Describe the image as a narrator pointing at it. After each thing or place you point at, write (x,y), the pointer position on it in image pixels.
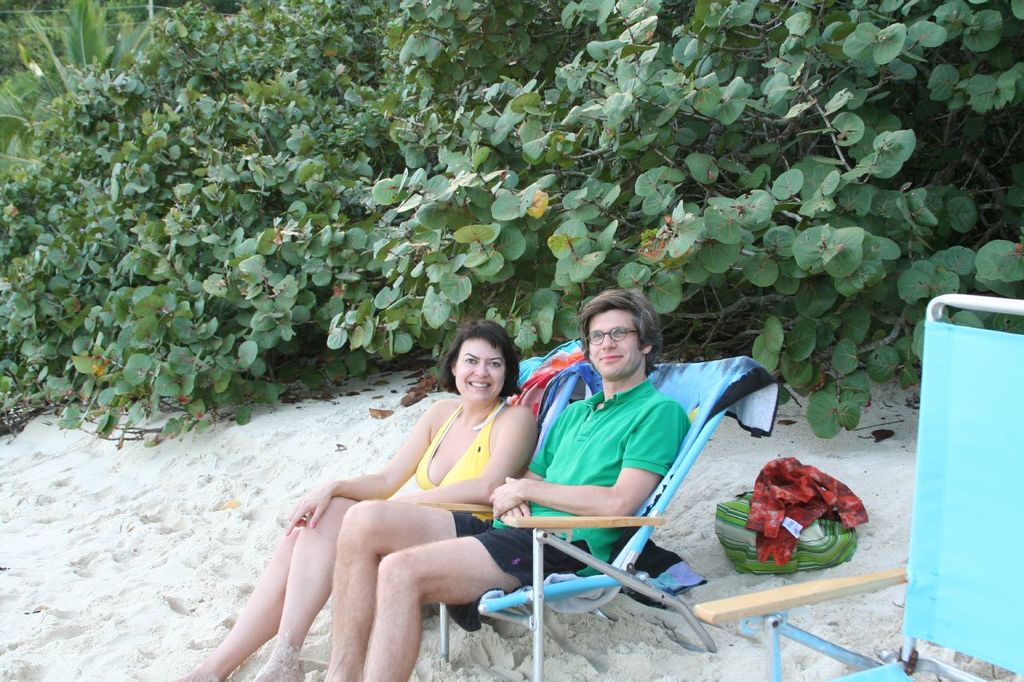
In this image we can see two persons (404,677) sitting on chairs (539,654) and posing for a photo and there is a chair (866,681) on the right side of the image (977,341) and we can see some objects (793,557) on the ground (170,638). There are some trees (1022,282) in the background (224,204).
